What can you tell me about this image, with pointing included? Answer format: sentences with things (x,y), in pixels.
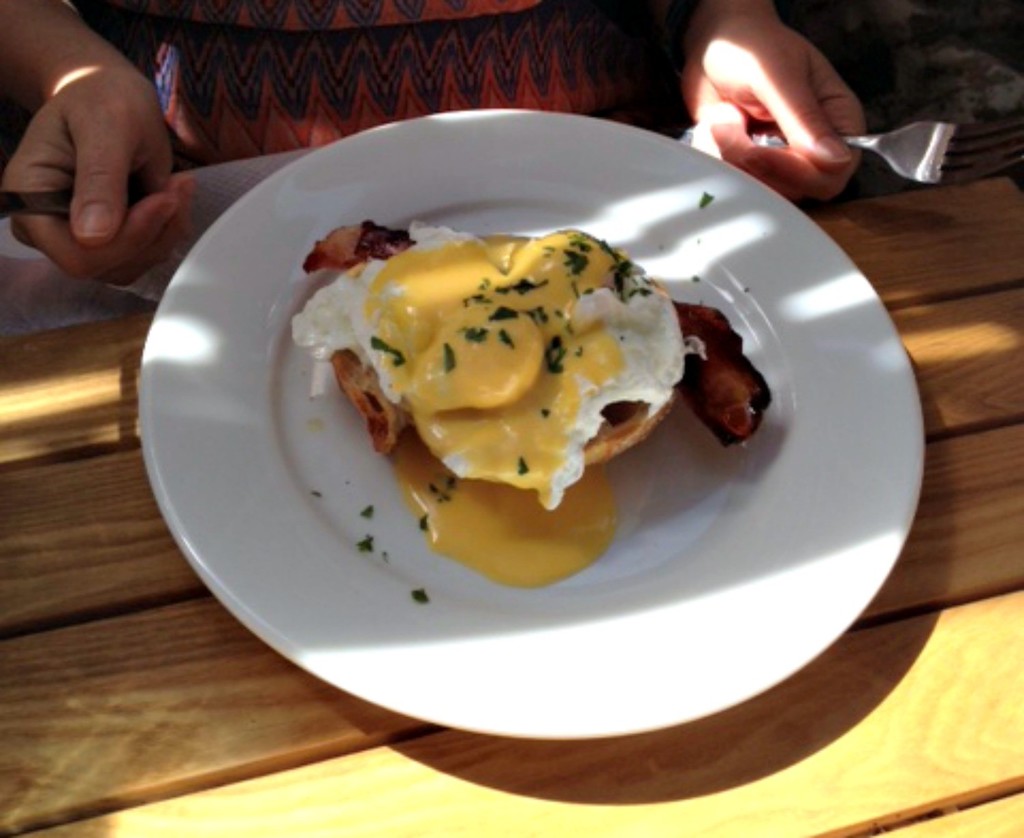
In this image I can see the plate (638,587) with food (506,529). I can see the plate (679,589) is in white color and the food (459,433) is in yellow, white and brown color. The plate (364,167) is on the brown color surface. In-front of the plate (444,173) I can see the person (123,274) holding the fork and an object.
